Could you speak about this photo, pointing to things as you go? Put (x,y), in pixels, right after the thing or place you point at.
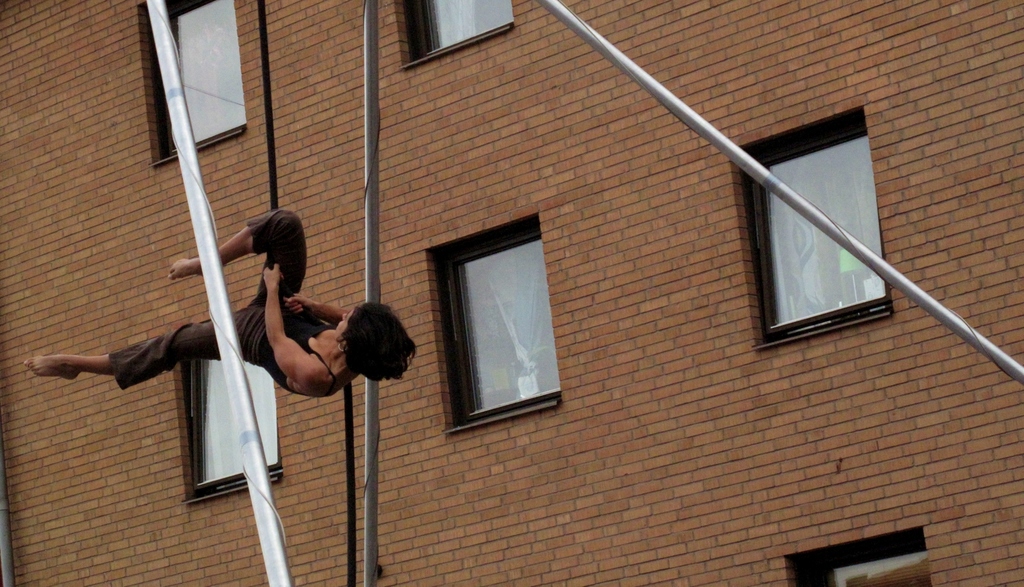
In this picture there is a person (341,354) in the air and holding a rope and we can see poles (660,87), building (39,125) and windows (756,252).
